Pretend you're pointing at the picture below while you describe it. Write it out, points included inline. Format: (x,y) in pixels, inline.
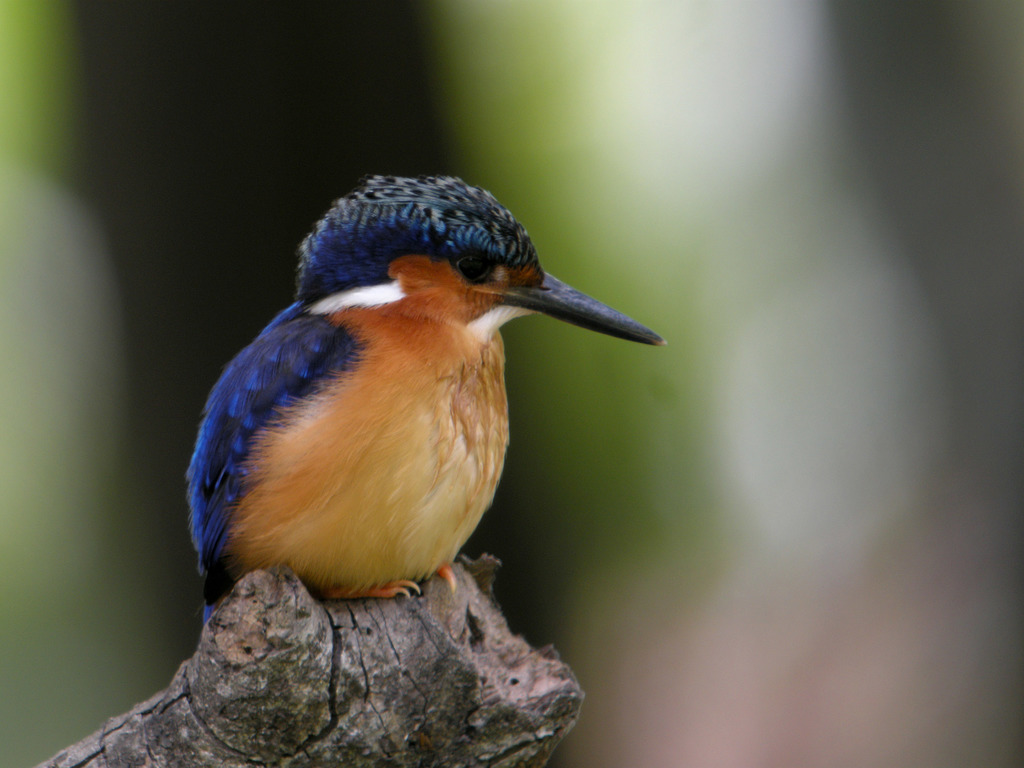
In this image I can see a bird (398,419) is sitting on the branch (370,637). Bird (364,443) is in blue, brown, white and black color. Background (515,69) is in white, green and black color.
